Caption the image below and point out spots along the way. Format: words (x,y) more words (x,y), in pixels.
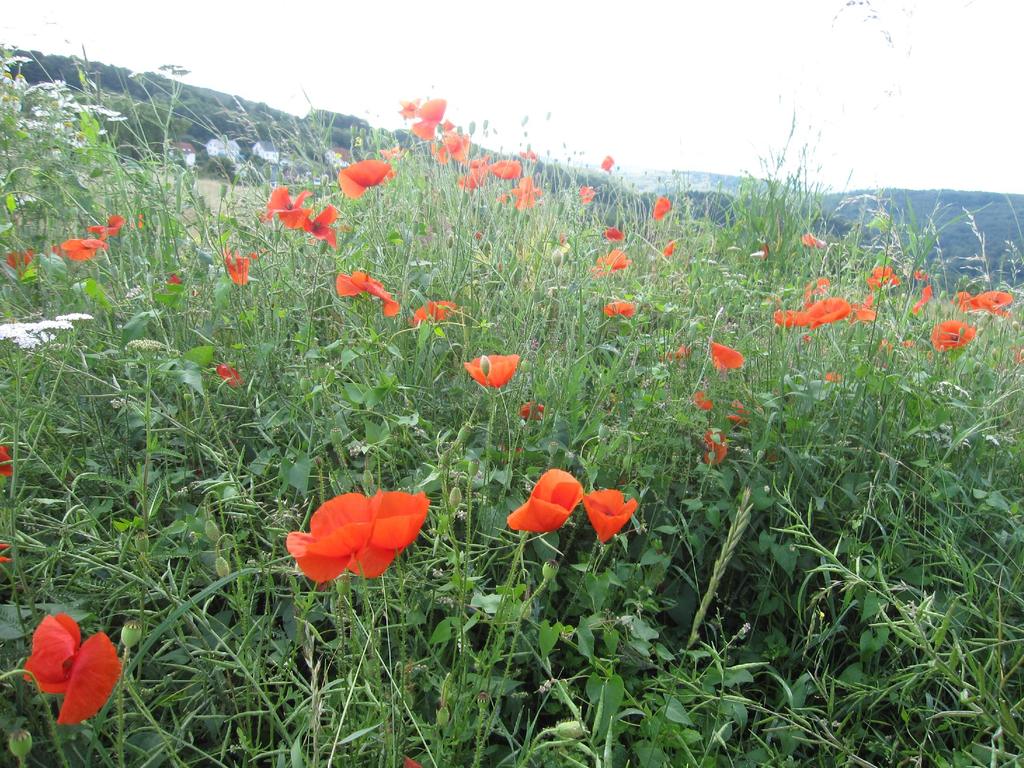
In this image in the foreground (561,489) there are some plants (493,631) and flowers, and in the background (185,114) there are some mountains (936,213).
